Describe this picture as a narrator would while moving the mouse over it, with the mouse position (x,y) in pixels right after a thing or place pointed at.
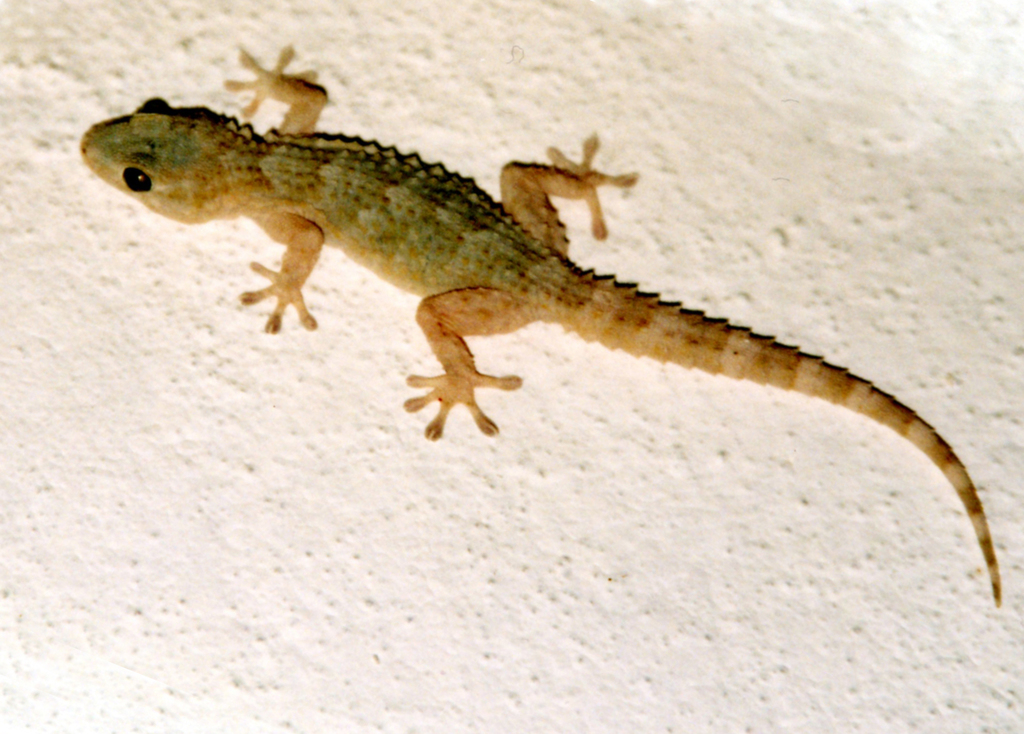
In this image I can see a lizard (515,284) on the white color wall (495,394). It is in brown and green color.
